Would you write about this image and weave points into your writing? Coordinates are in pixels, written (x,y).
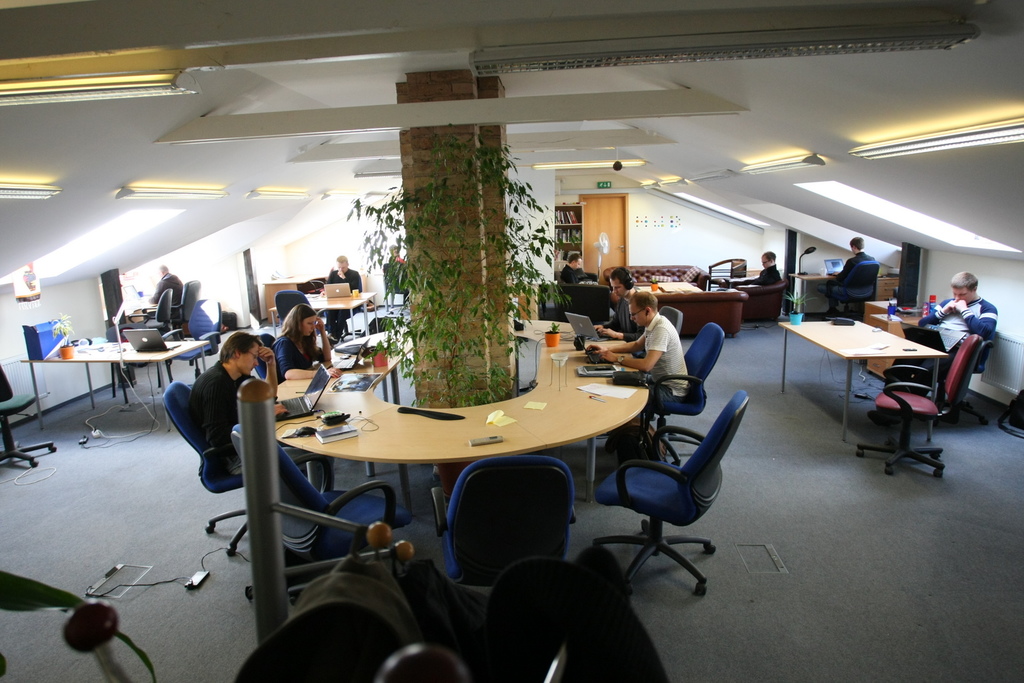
There are so many people (216,461) sitting in chairs (233,478) around the table (287,391) and there is a pillar (505,364) in middle (509,379) with climbers (490,383) around it. And there is a sofa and bookshelf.
